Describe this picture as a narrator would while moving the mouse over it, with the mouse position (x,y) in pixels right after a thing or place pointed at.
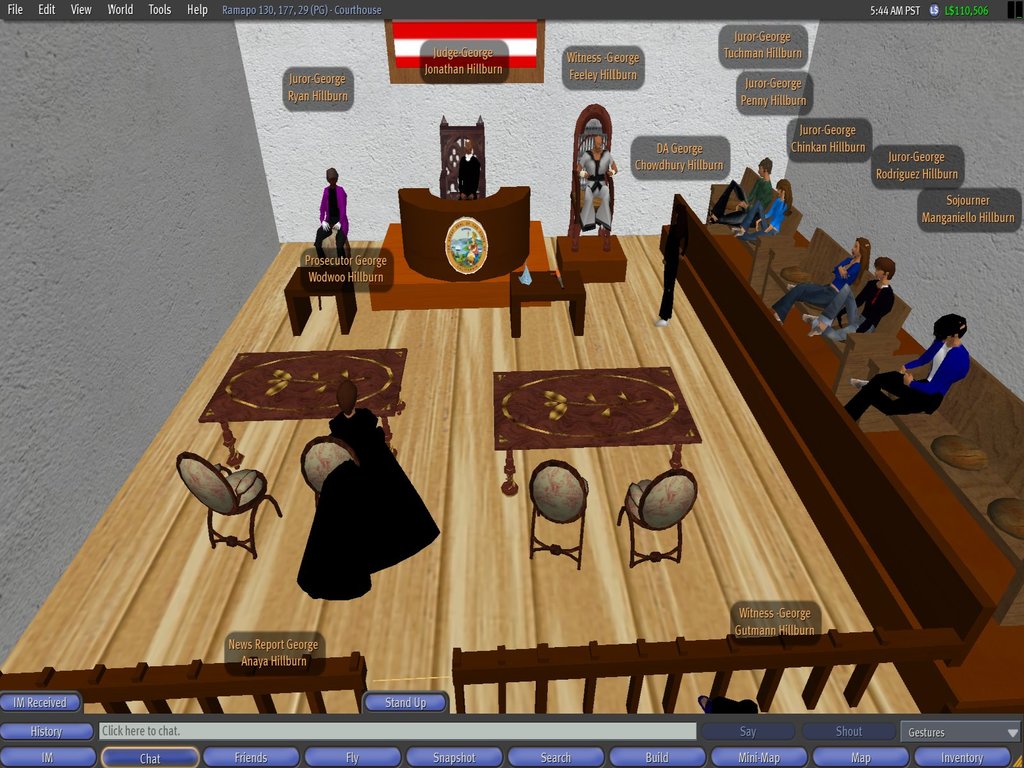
This is an animated image in which there are persons (897,383) sitting, there are empty chairs (676,514) and there are tables (561,399) and there are some text (772,95) written in the image.
